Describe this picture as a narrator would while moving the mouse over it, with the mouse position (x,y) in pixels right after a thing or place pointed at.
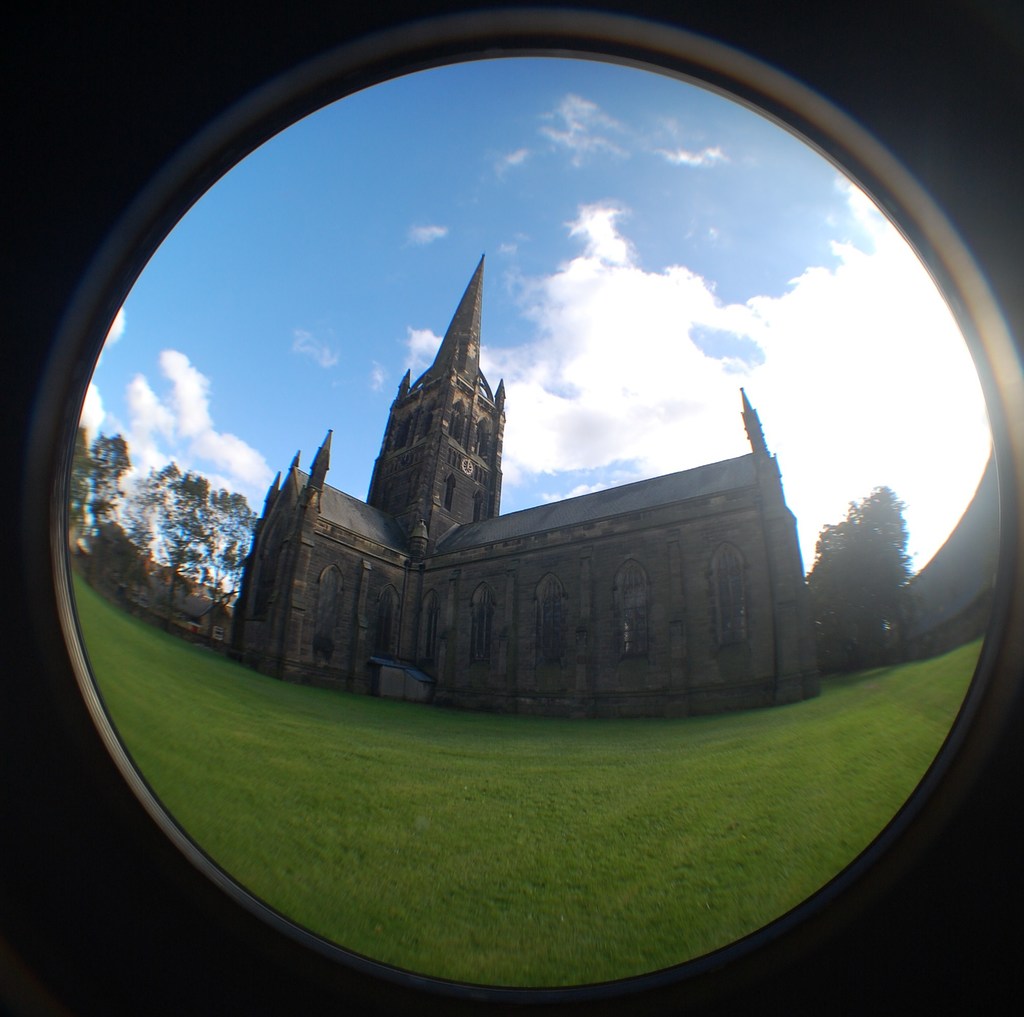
In this picture we can see a glass (587,332). Through glass (586,306) we can see sky (535,284) with clouds (708,383), a tower (376,637), green grass (622,825) near to it and beside to the tower (382,526) we can see trees (872,569).
